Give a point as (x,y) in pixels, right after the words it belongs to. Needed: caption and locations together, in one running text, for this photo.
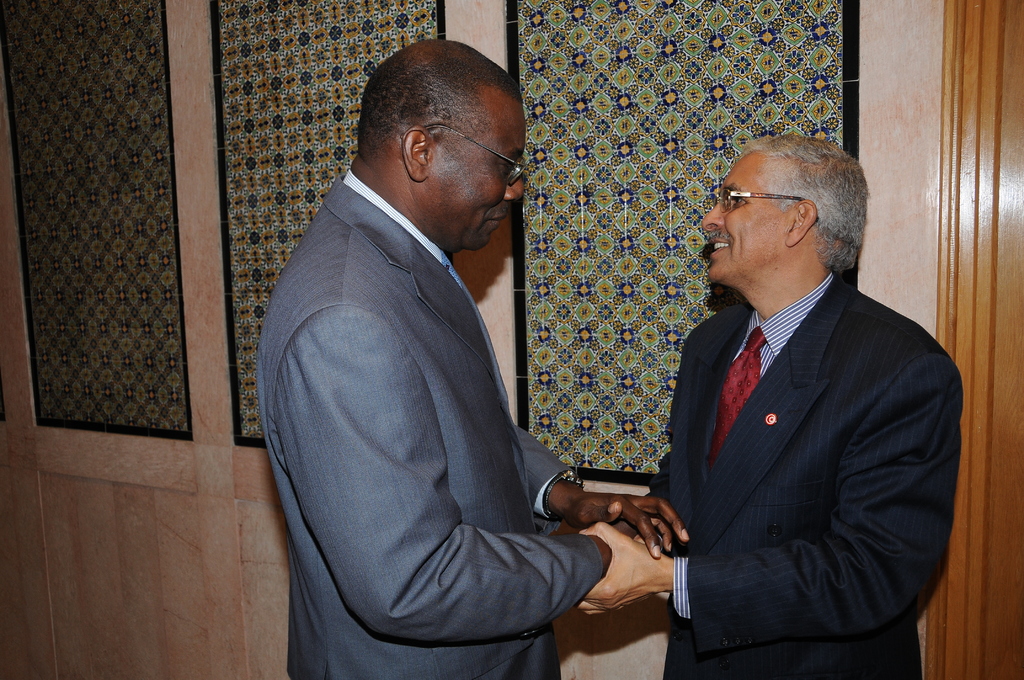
In the image in the center (417,324), we can see two persons (418,431) are standing and they are holding hands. And we can see they are smiling, which we can see on their faces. In the background (617,193) there is a wall (889,36) and frames (275,164).
